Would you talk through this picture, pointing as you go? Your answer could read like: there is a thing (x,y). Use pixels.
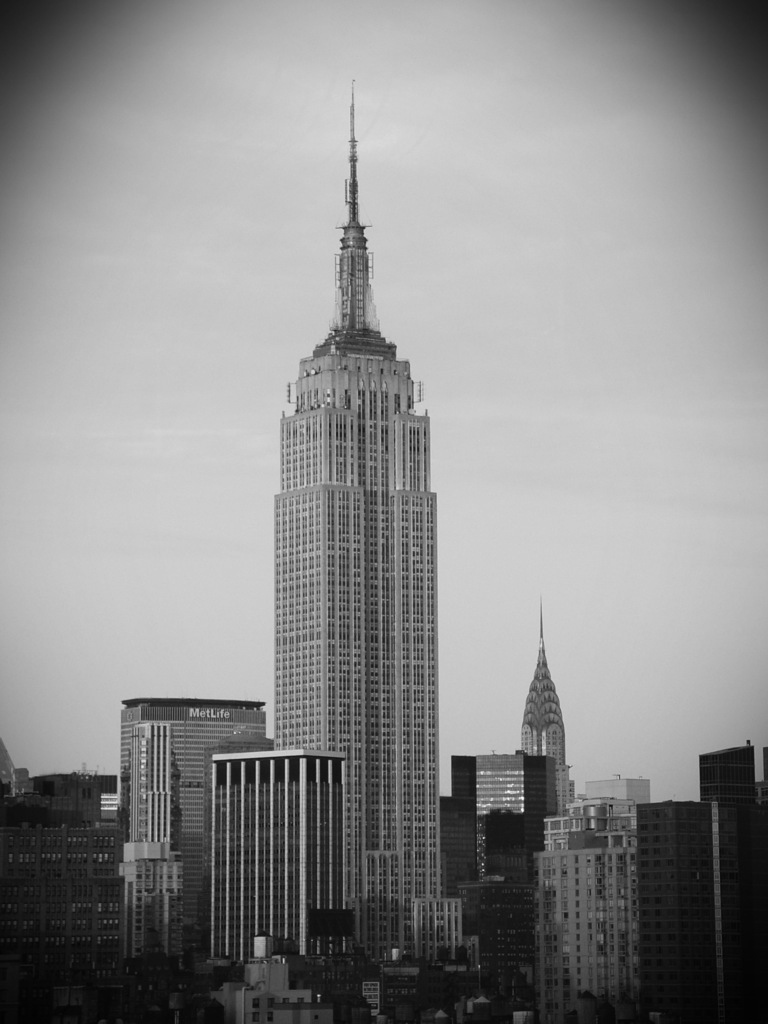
In this image there are buildings (371,754) and the sky (441,505).
